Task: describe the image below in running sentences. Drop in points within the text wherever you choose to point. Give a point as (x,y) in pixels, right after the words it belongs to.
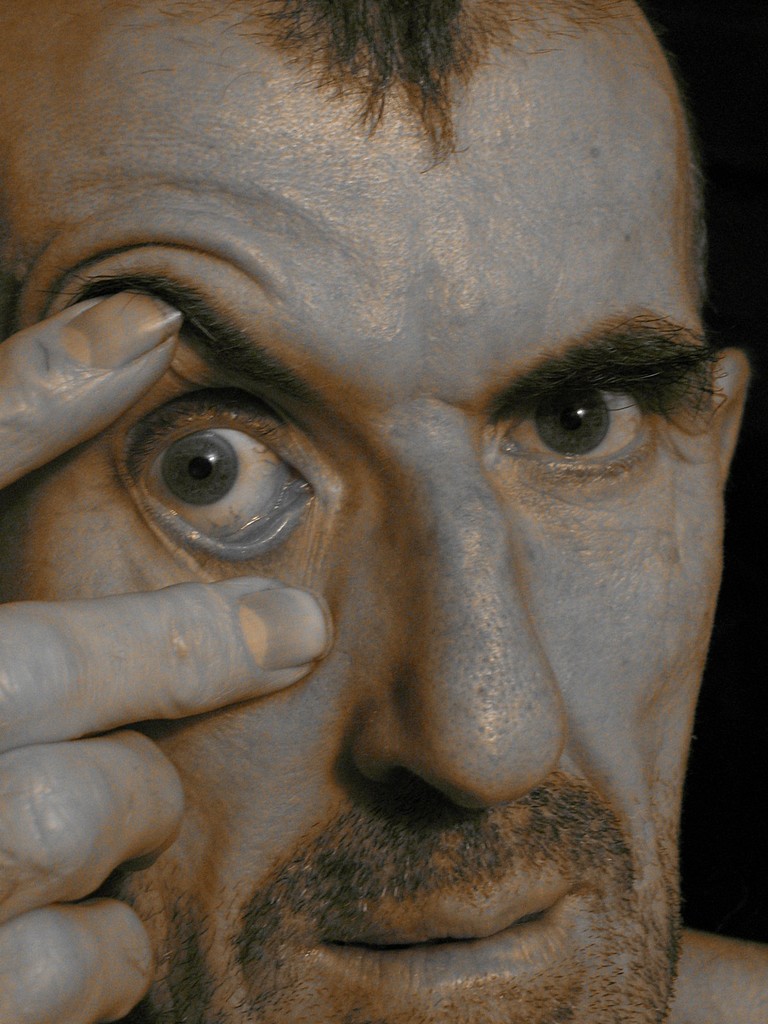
In this picture we can see a man face (252,723) and behind the man (512,696) there is a dark background (728,892).
